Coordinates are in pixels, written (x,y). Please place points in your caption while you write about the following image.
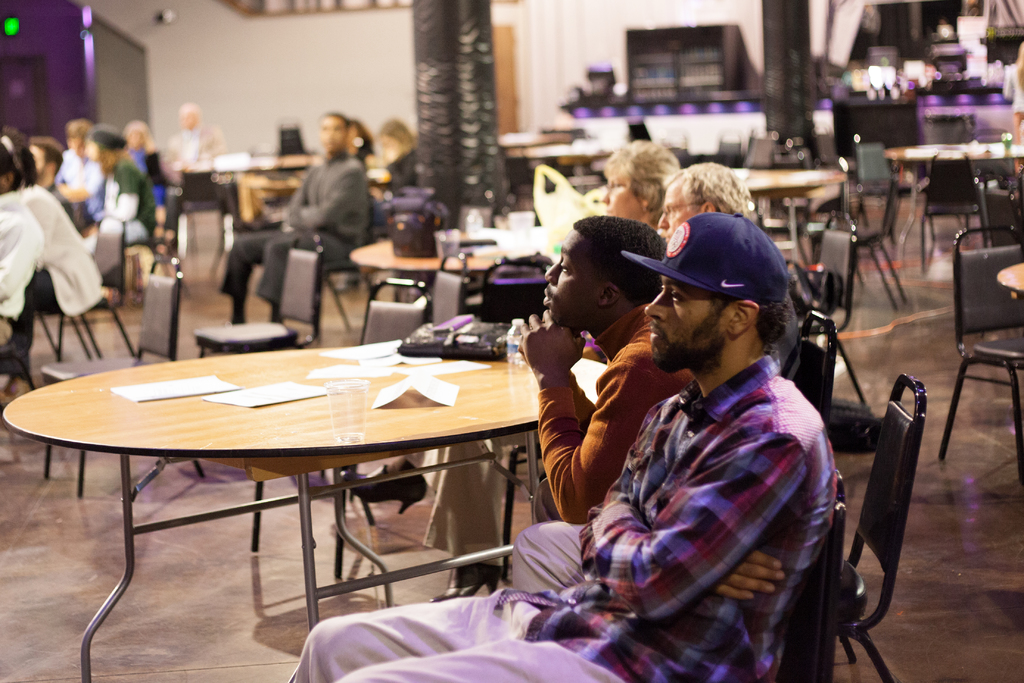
In this picture there are many people (615,295) sitting on the table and there are few chairs (834,243) which are unoccupied. We can also observe beautiful curtains (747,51) in the background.
